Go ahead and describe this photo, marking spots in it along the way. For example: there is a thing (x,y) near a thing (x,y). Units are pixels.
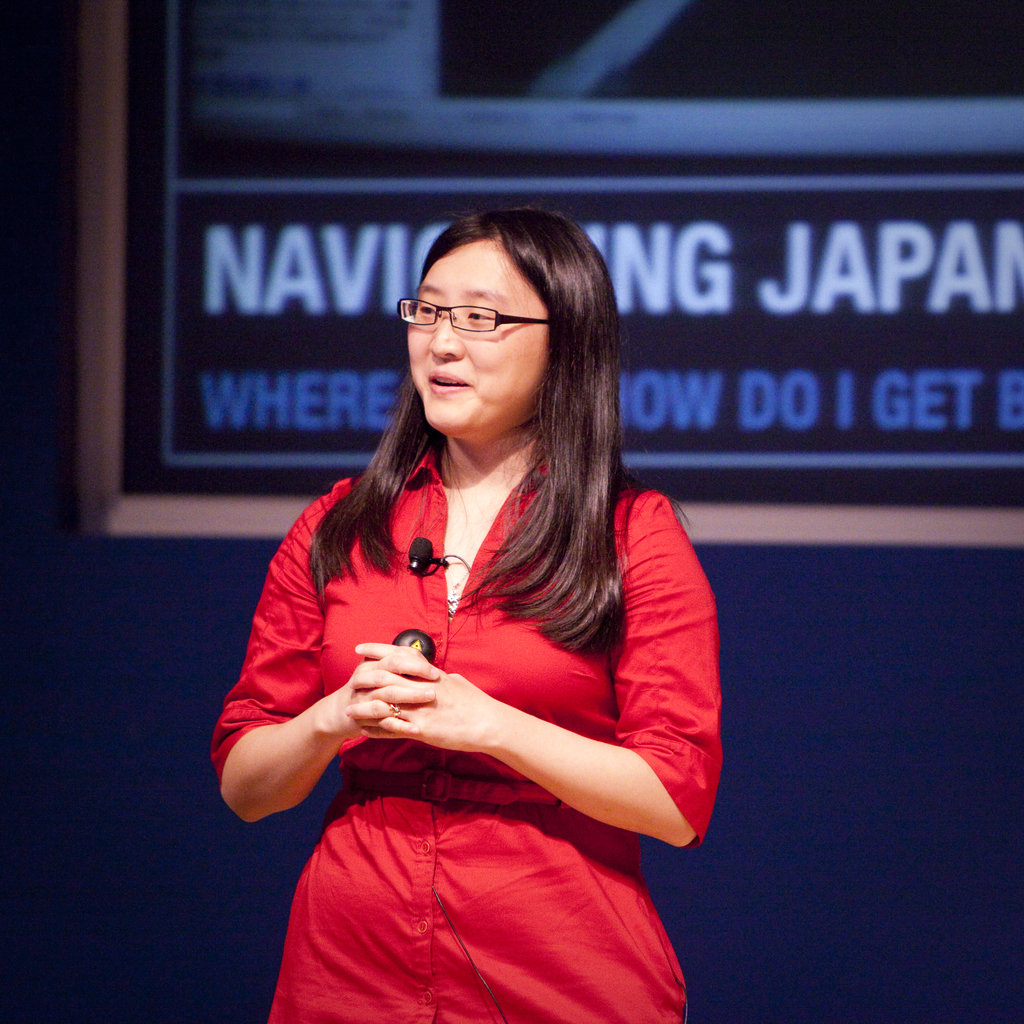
Here we can see a woman (499,492). She is smiling and she has spectacles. In the background (296,398) we can see a board (124,445).
